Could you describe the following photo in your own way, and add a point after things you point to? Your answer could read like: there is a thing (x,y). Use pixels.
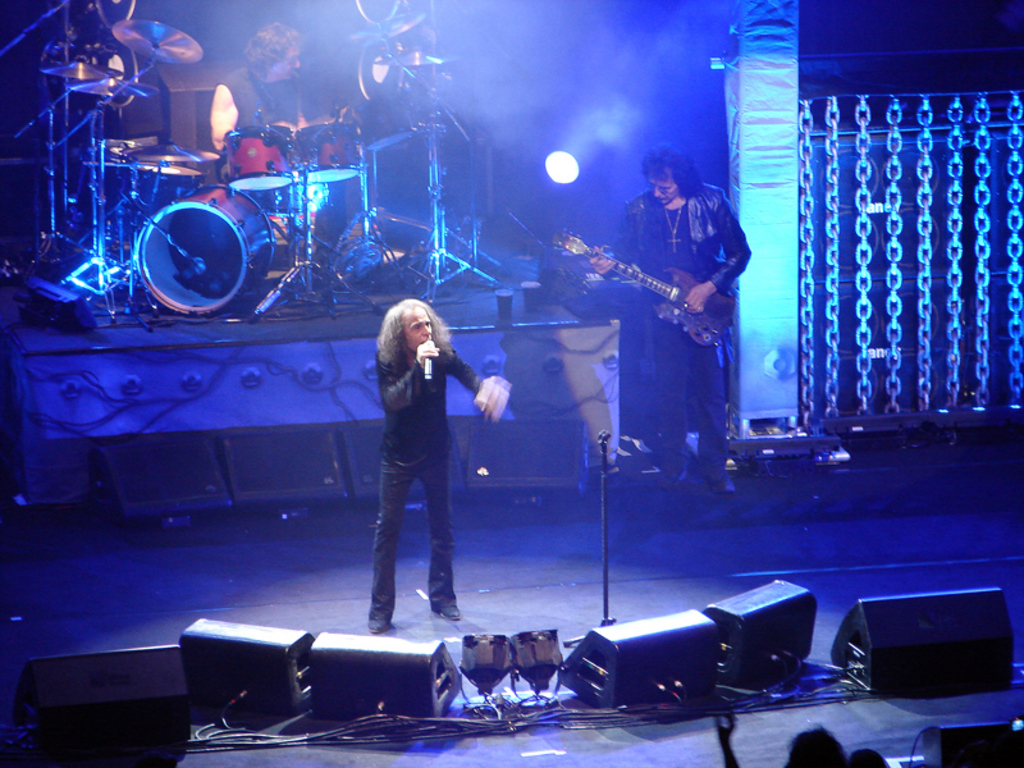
In the left middle of the image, I can see a person (493,383) standing and singing in a mic (427,377). In the middle of the image (668,417) right, I can see a person (658,382) standing and playing a guitar (673,314). In the left top of the image (251,195), I can see a person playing musical instruments (315,173). At the bottom of the image (983,607), I can see speakers (984,620) kept on the stage (912,715). At the right top of the image (1021,131), there is a chain of iron (889,340). At the bottom of the image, there are two persons head (803,761) visible. This picture is taken during night time in the hall (71,386).
